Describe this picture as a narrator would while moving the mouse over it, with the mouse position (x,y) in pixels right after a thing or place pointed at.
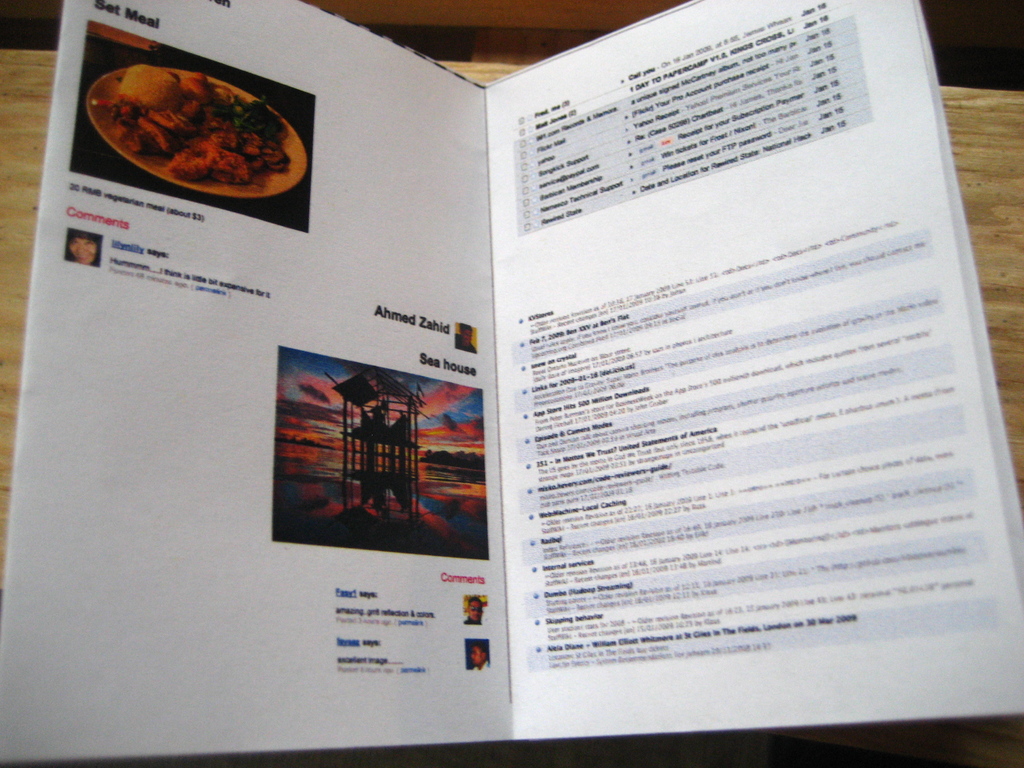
In the picture there is a book (250,537) present on the table (1019,203), in the book (292,470) we can see some photographs (317,424) and there is some text (727,40) present.
